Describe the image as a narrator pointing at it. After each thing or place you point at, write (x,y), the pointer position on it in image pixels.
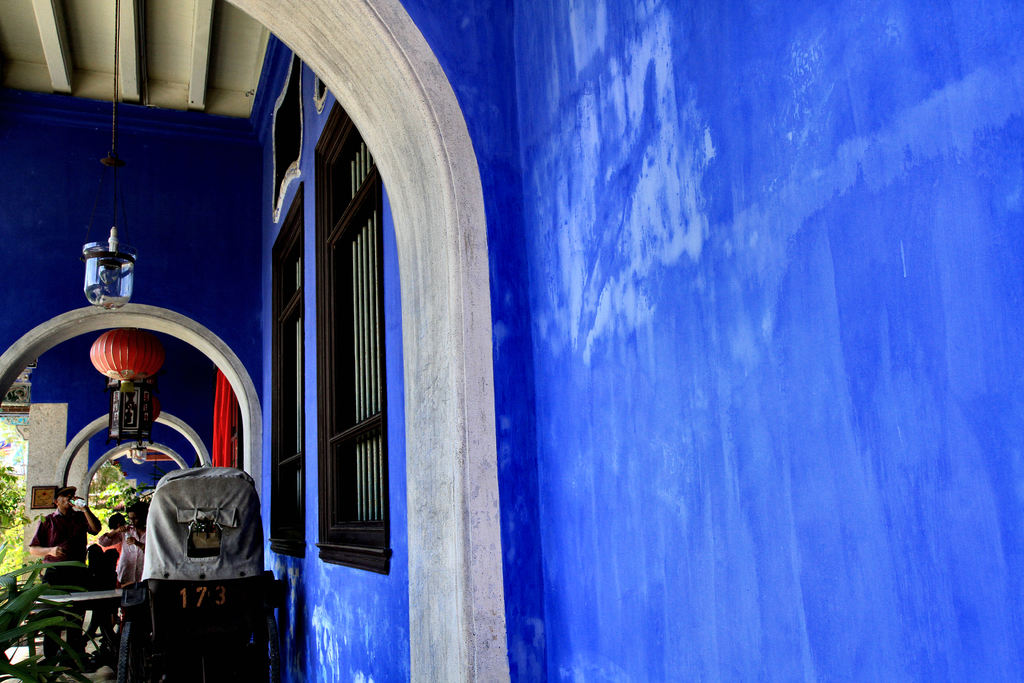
In this image, we can see a blue wall (520,437), grills (360,438), few people (100,559), pillars (441,541), plants (50,601) and trees (117,502). Here we can see decorative items (132,418), lights (103,351) and rope (113,137). Here there is a rickshaw (224,600).
